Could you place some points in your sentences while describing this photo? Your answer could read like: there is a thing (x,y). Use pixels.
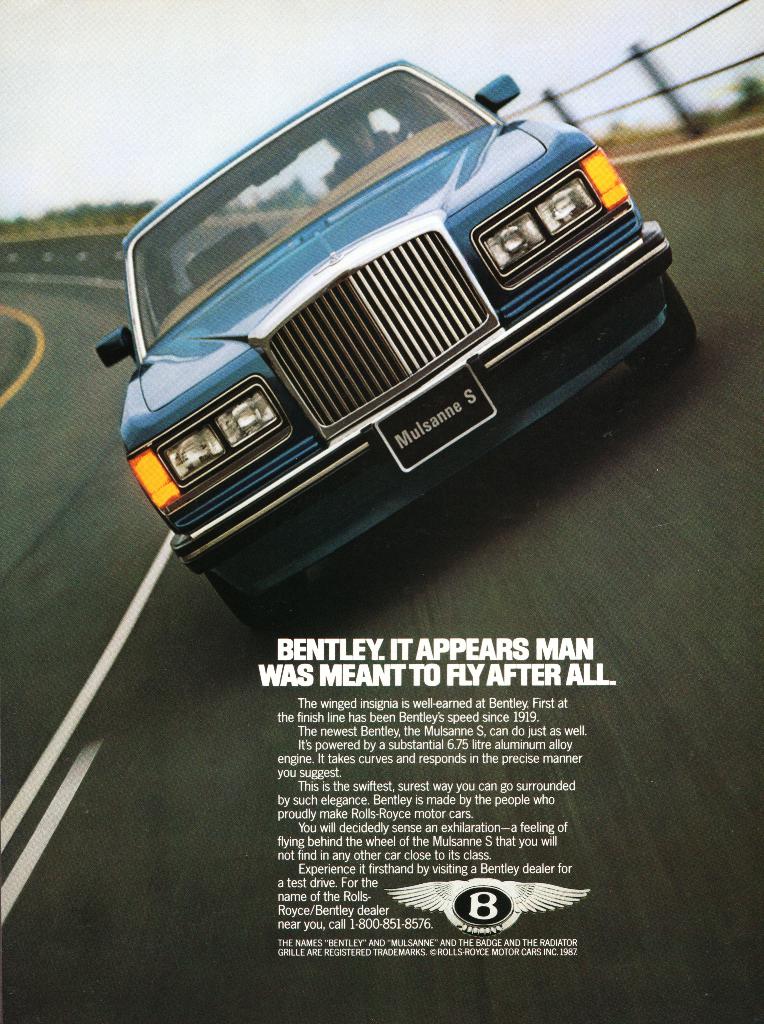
In the center of the image (431,475) there is a car (351,242) on the road (21,503). At the bottom of the image (442,950) there is text (395,712). At the top of the image (270,66) there is sky (136,36).
